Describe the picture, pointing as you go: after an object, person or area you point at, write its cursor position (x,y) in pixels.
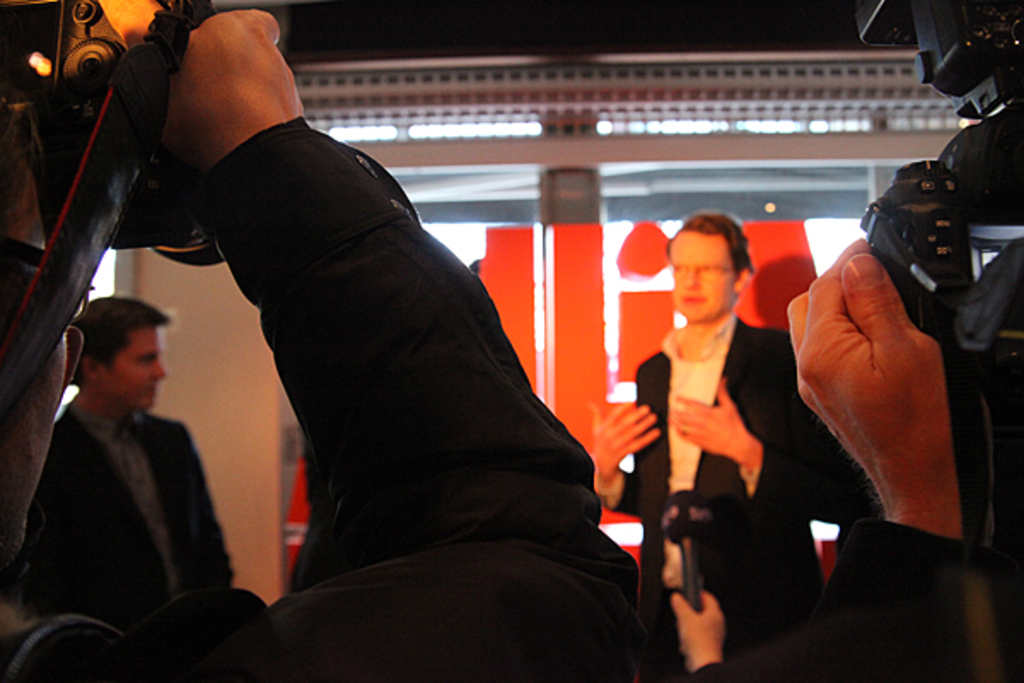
In this image there are people (356,437), lights (418,129) and objects (630,365). Among them one person (749,667) is holding a mic (693,571) and two people (25,149) are holding cameras (982,221).
